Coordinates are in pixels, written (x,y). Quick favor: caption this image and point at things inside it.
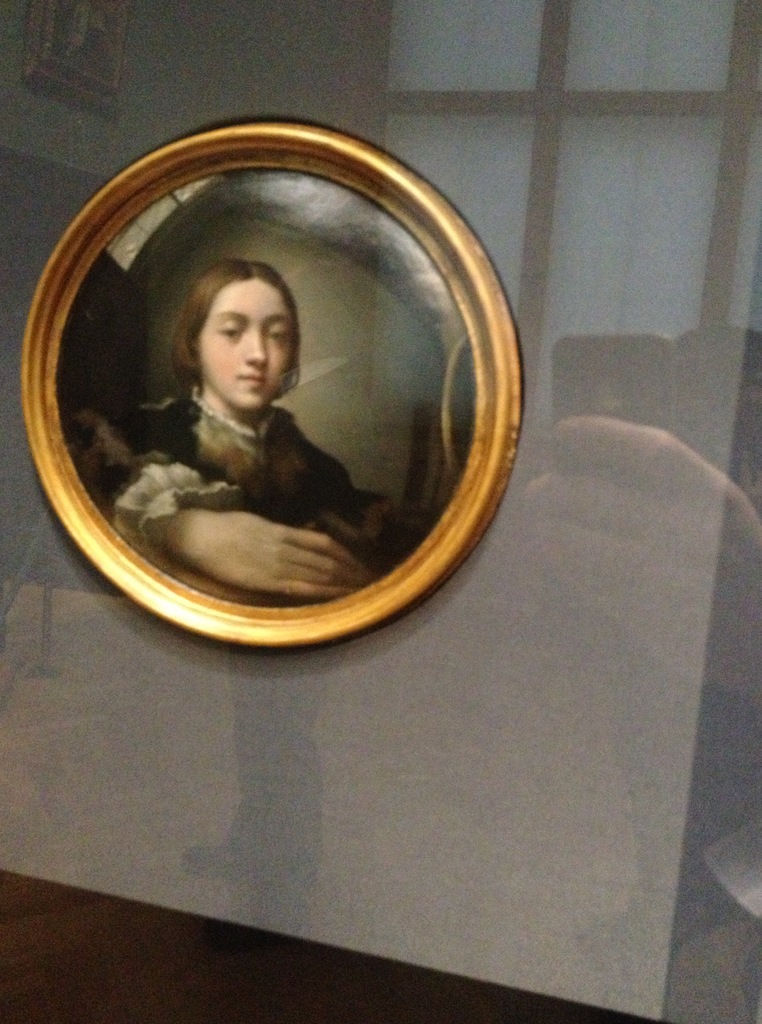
In the image there is a round frame (175,164) and there is a picture (227,351) inside that frame (96,552) and there is some reflection (687,524) on the glass (406,80) around that frame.
